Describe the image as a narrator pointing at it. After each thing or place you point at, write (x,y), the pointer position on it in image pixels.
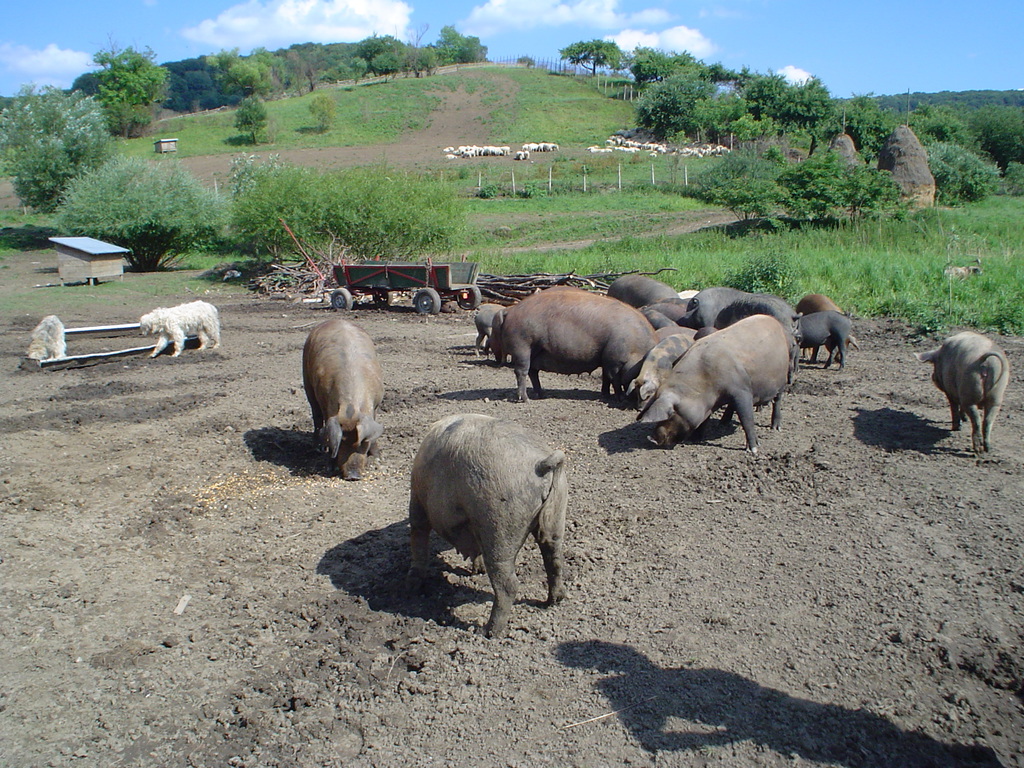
In this image we can see some animals (484,323), trees (105,212) and other objects (518,292). In the background of the image (430,98) there are trees (691,94), animals (598,147), grass (519,95) and other objects (839,140). At the top of the image (663,45) there is the sky (19,45). At the bottom of the image (596,709) there is the ground (578,711). On the right side (726,696) bottom of the image (733,727) there is a shadow (733,727).
